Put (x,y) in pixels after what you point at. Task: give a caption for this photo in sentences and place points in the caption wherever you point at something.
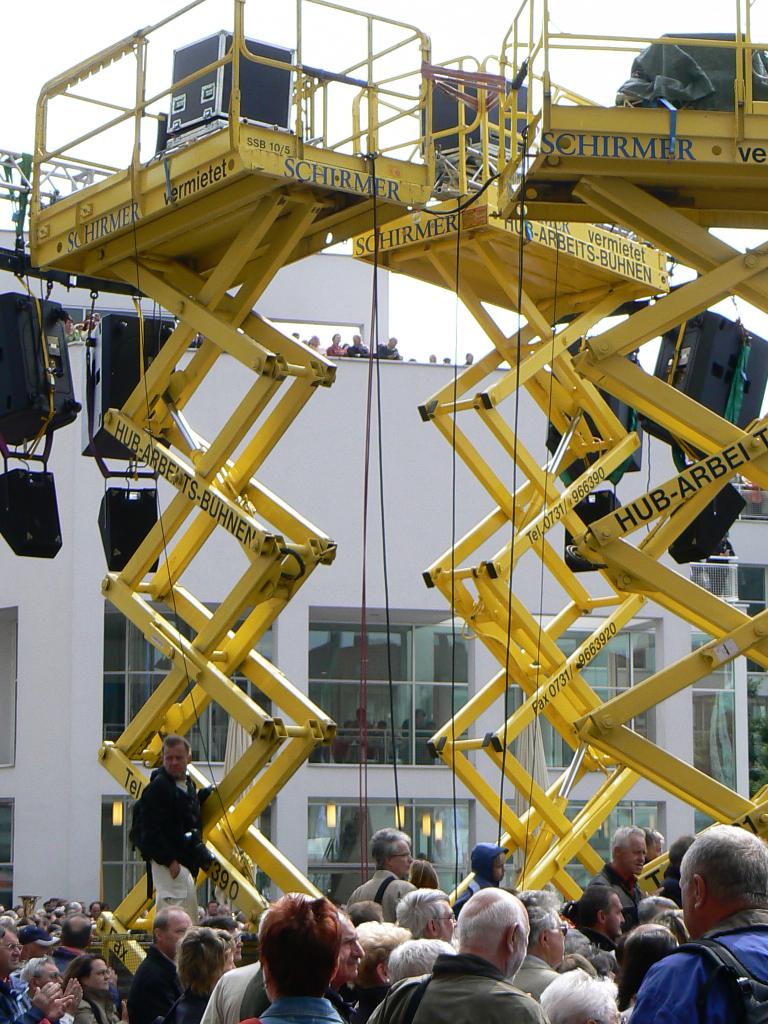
In this picture we can see three lifting machines (221,507), there are some people (577,991) standing at the bottom (579,980), in the background (415,508) there is a building (378,479), we can see glasses (584,678) of the building (463,682), there is the sky (45,72) at the top of the picture (39,72).
